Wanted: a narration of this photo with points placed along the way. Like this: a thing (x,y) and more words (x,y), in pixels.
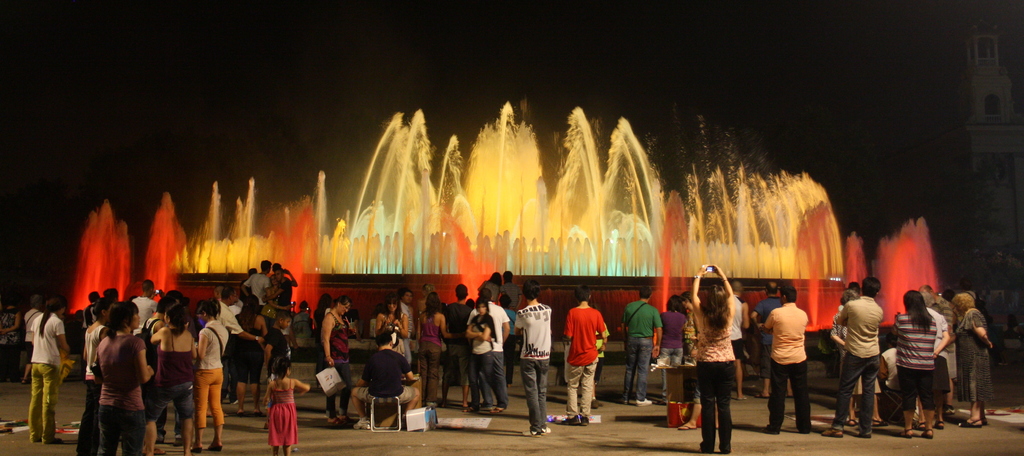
In the image there are many people (280,353) standing in the front (646,351) and behind them there is a fountain (314,245) with colorful lights (360,242) on it and above its dark.
